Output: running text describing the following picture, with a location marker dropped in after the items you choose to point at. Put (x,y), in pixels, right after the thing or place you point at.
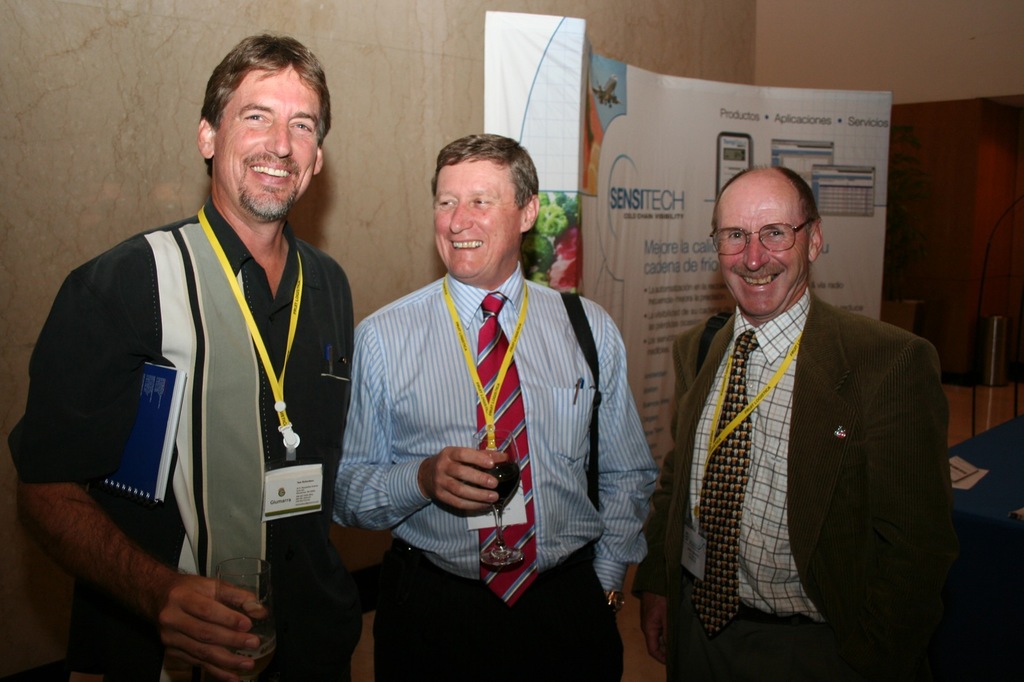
In the image we can see there are three people (459,412) standing and smiling. They are holding wine glasses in their hand (474,498) and they are wearing id cards (789,359). Behind there is a banner (717,177).
